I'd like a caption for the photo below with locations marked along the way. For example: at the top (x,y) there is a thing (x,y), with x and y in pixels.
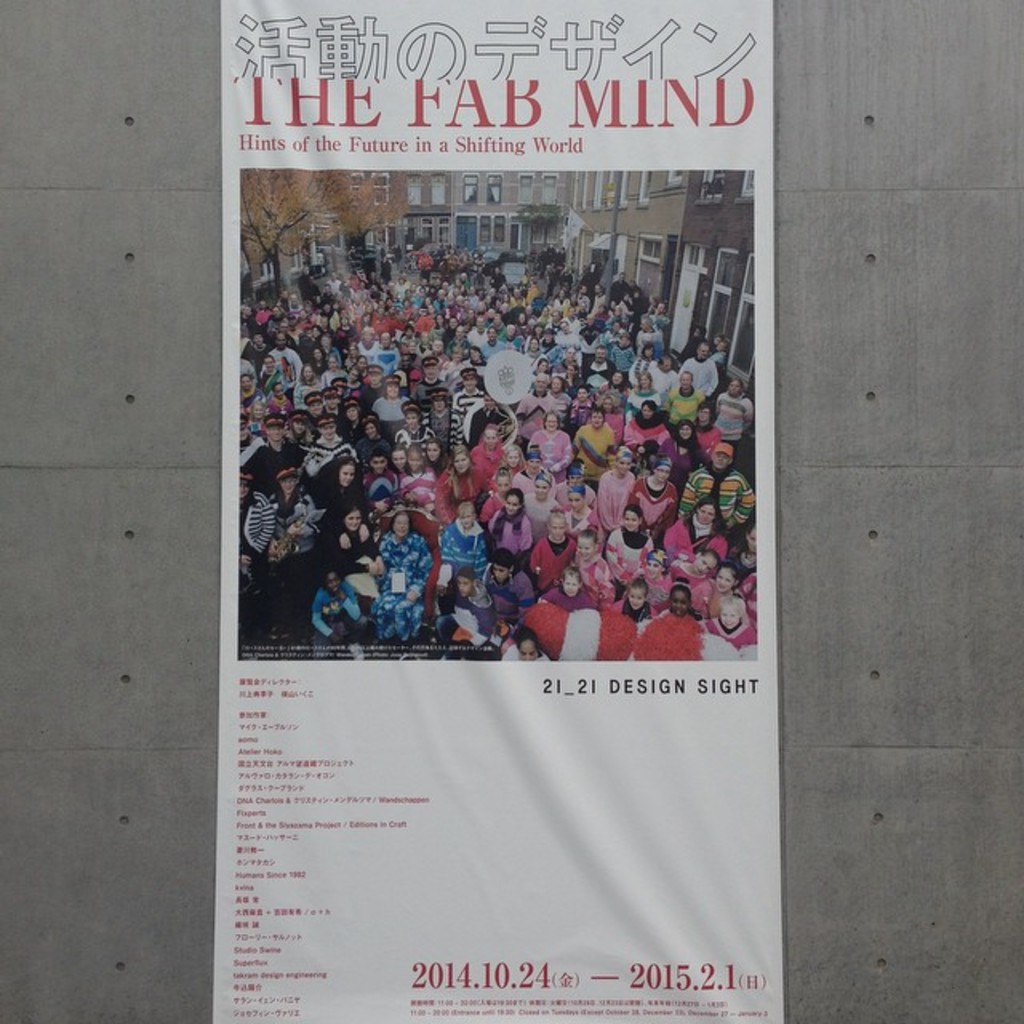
In this image I can see a group of people (563,432) standing and wearing different color dress (572,389). Back I can see a buildings (476,204), windows (494,199) and trees (378,212). They are on the white color banner (504,210). The banner (617,535) is attached to the ash color wall (938,503).
